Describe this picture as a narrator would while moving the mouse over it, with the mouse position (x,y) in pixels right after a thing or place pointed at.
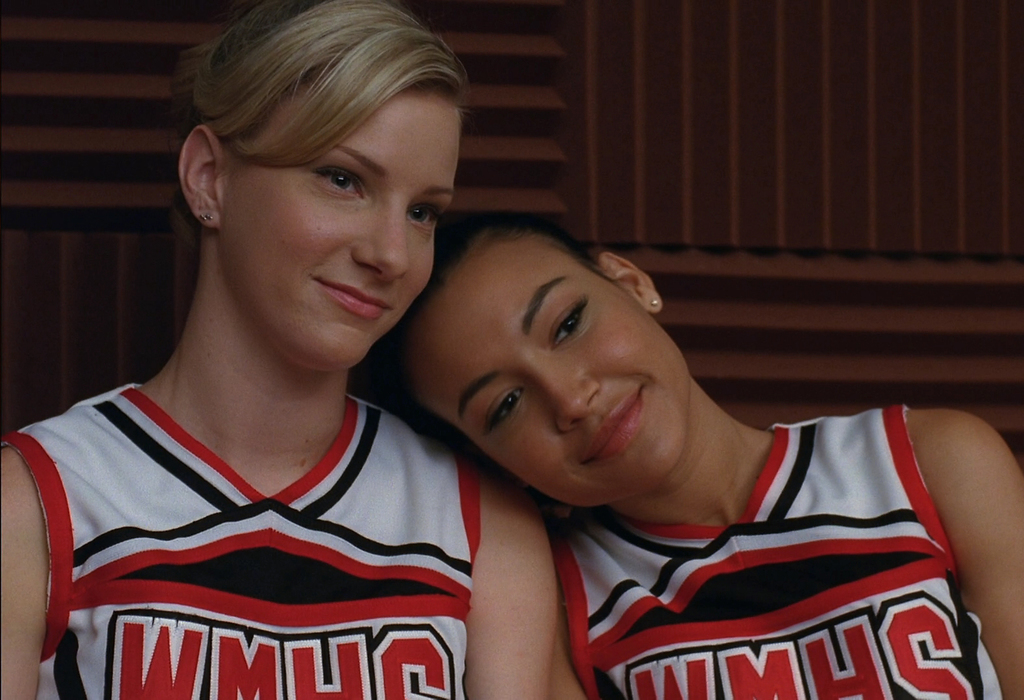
This image is taken indoors. In the background (136,208) there is a wall (136,208). In this image there are two women (343,385).
